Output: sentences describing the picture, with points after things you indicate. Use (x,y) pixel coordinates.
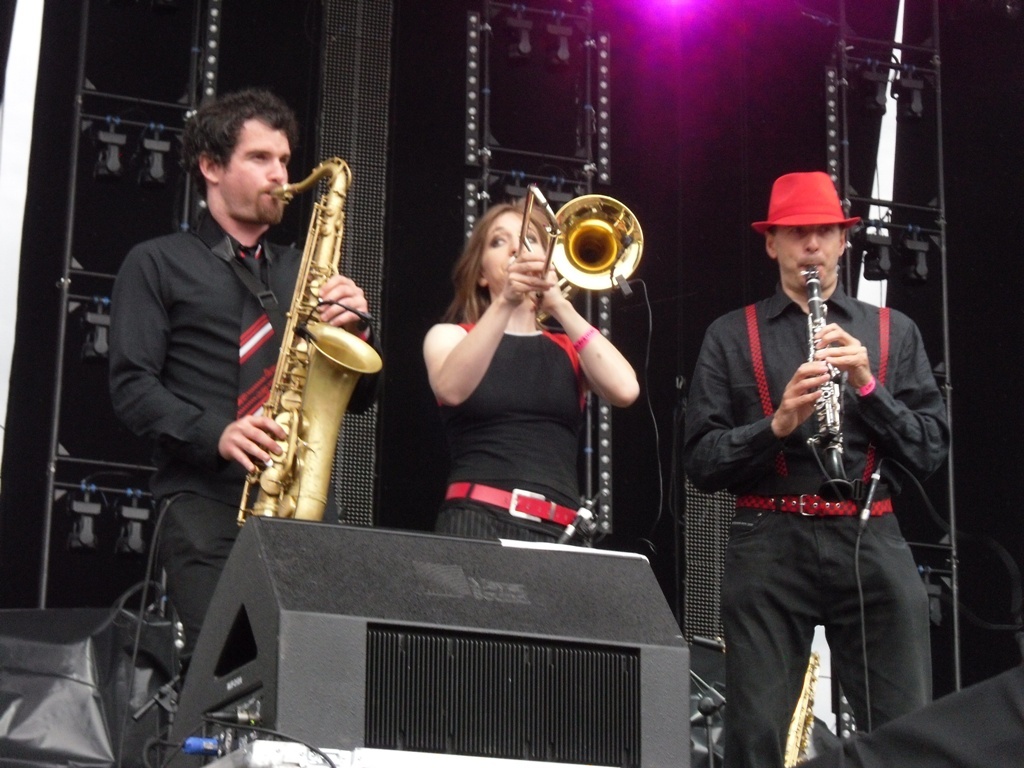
In the center of the image (505,258) there are three person (711,470) wearing black color dress (572,436) and playing musical instruments (822,407). In the background of the image (703,175) there is a black color cloth (614,182).
